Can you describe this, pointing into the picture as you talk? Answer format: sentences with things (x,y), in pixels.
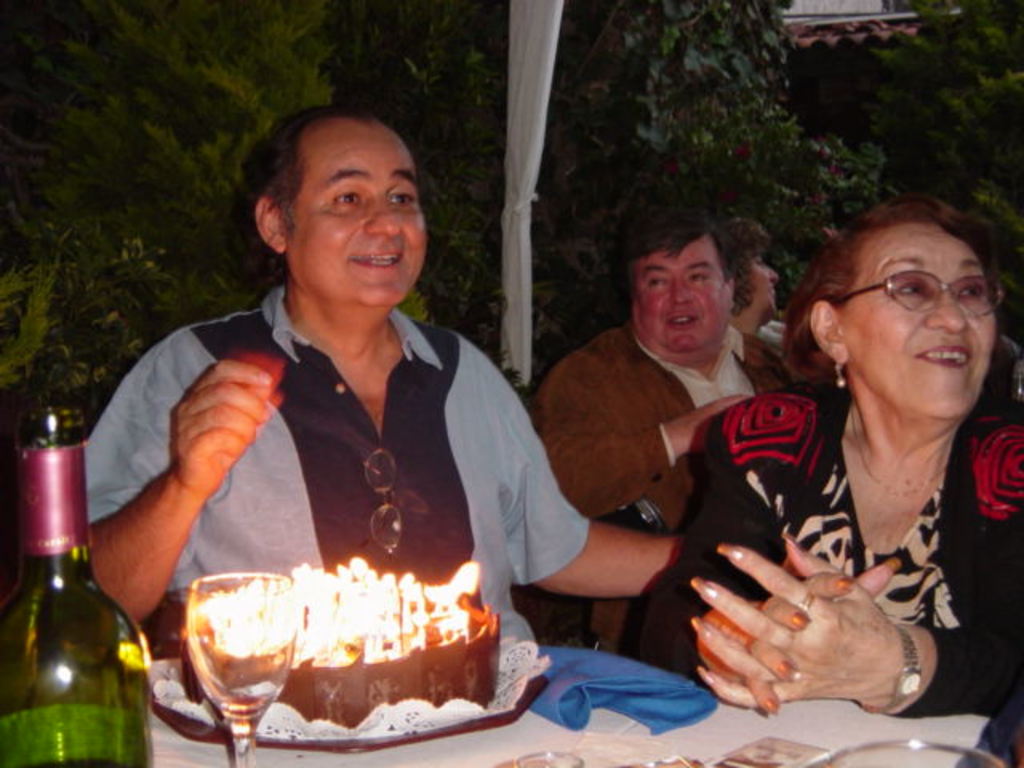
In the middle of the image (517,438) few people (677,262) are sitting and smiling. Behind them there are some trees (353,101). Bottom left side of the image (201,751) there is a table (958,728), On the table (708,745) there is a glass (230,723), there is a bottle (21,682) and there is a flame (341,652).
